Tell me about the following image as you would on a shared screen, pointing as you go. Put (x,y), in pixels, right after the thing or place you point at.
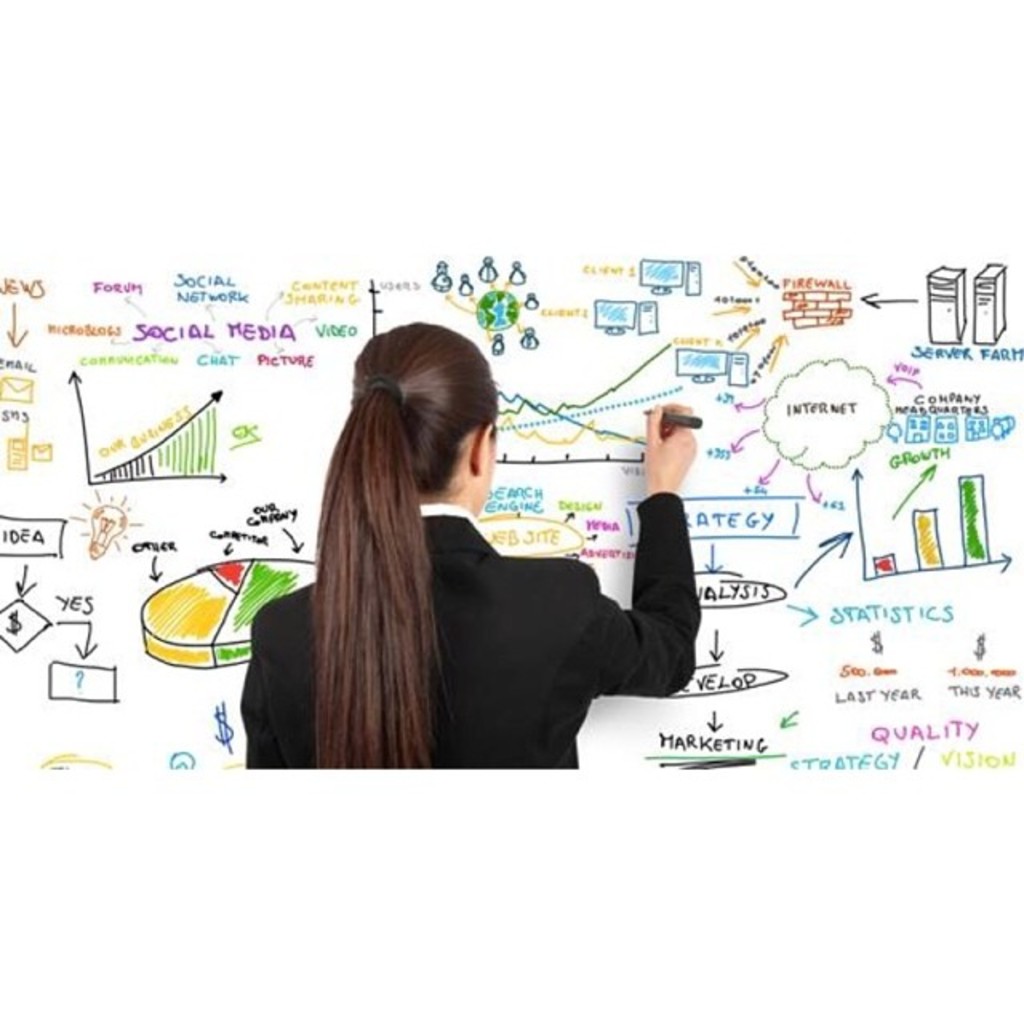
In this image we can see a woman (503,635) is writing on the board (653,404). She is wearing a black color coat (509,611) and holding marker pen (679,418) in her hand (675,431). We can see drawings (932,325) and a flow chart (763,577) on the board (107,453).
